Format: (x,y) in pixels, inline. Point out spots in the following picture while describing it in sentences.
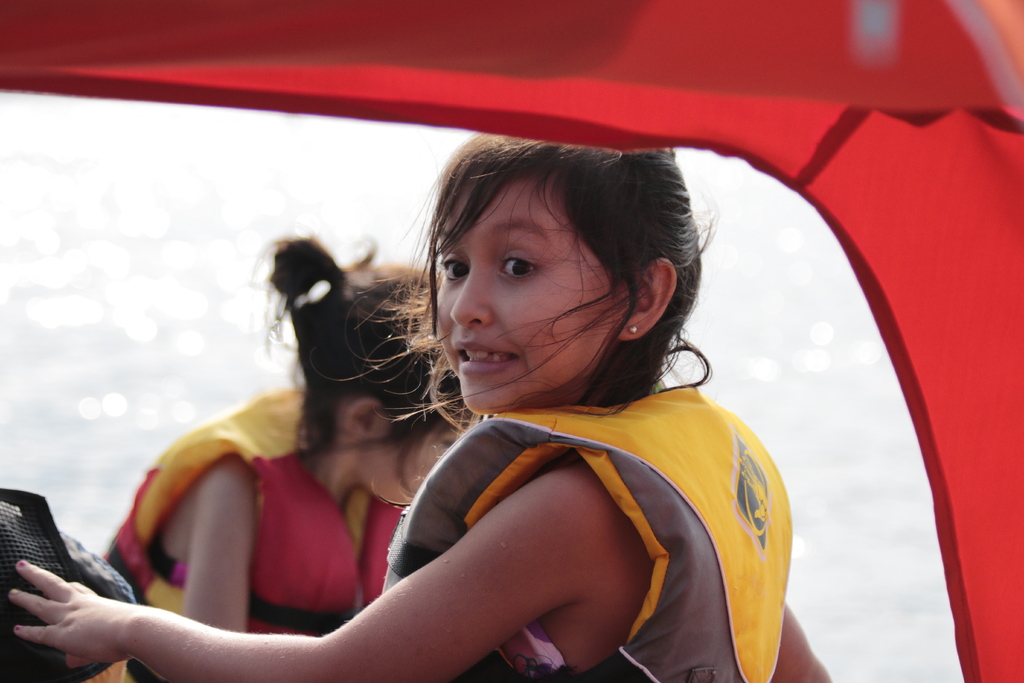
In this image we can see a boat (986,9), in the boat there are two persons (520,476) wearing the jackets (434,529) and also we can see the water (383,214).
